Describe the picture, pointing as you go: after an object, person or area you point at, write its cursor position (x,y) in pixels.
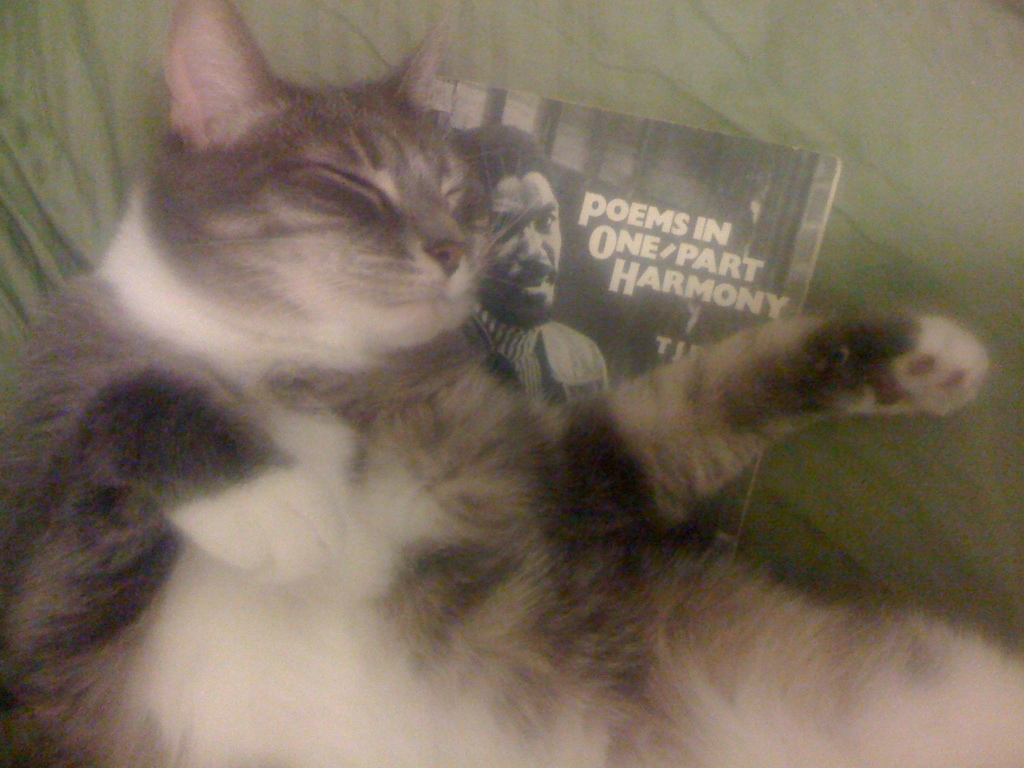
In this image we can see a cat (681,374) lying on a book (730,315) on which we can see a photo (553,283) of a person (518,246) and some text (741,247) placed on a cloth (26,205).
